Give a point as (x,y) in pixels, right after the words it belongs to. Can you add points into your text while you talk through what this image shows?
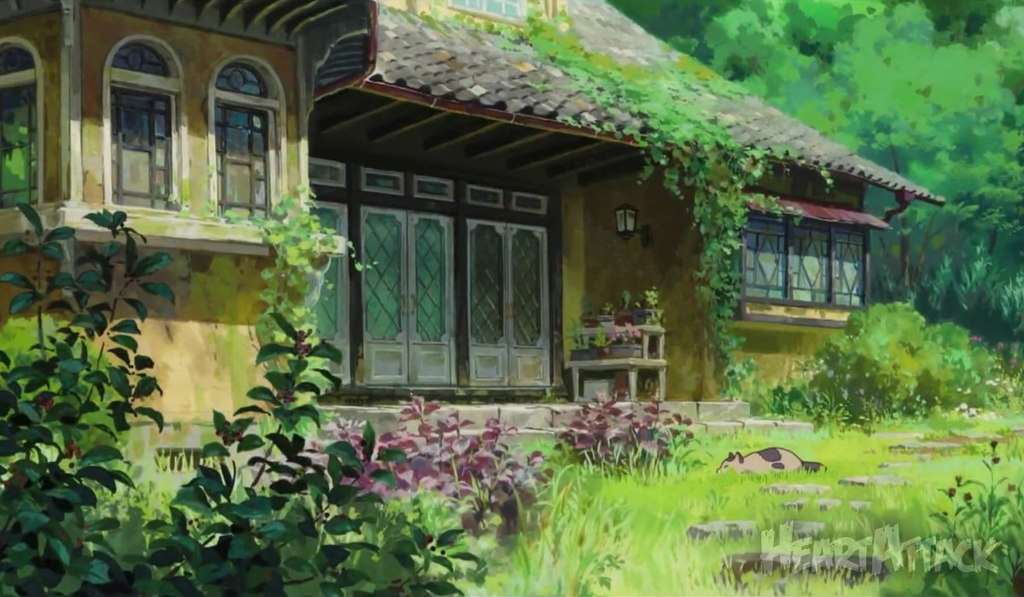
In the picture we can see a painting (910,525) of a grass surface (916,509) and some plants (406,446) on it and beside it, we can see a house (57,134) with windows (772,254) and doors (432,312) and on the house (643,183) we can see some creepers (725,386) and beside the house (767,366) we can see full of trees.
